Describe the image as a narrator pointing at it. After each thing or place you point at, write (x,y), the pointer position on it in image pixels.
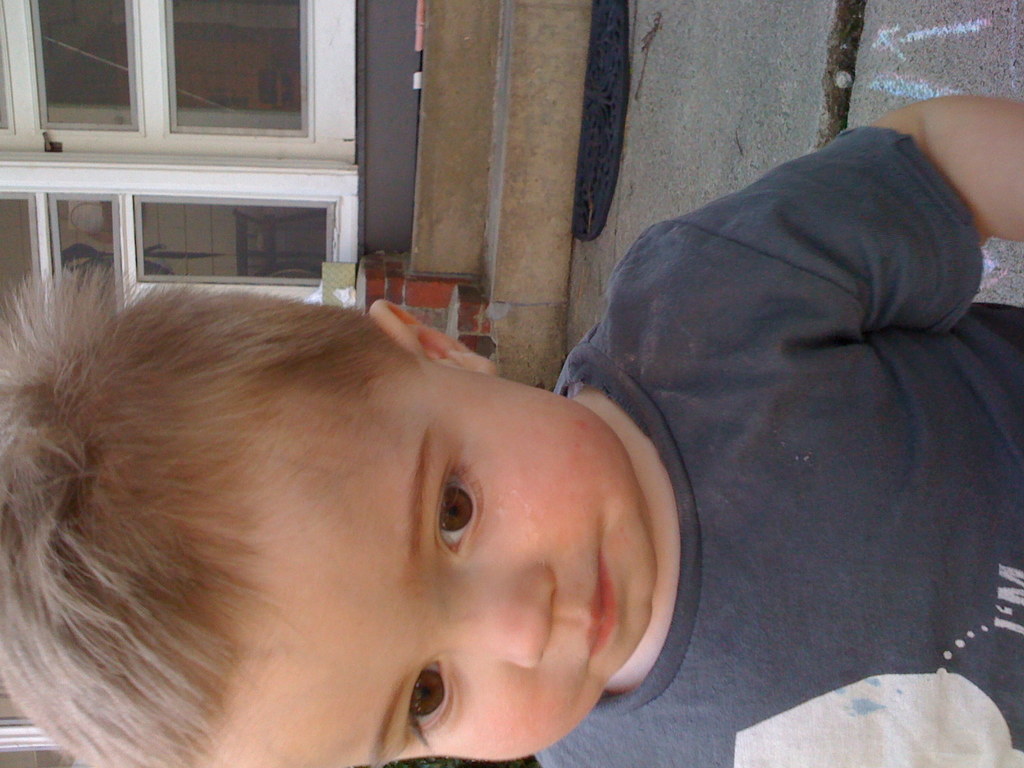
In this image, I can see a boy (826,590). At the top of the image (561,49), I can see a door (276,87), stairs (551,233) and a floor mat (614,65) on the floor (689,118).
